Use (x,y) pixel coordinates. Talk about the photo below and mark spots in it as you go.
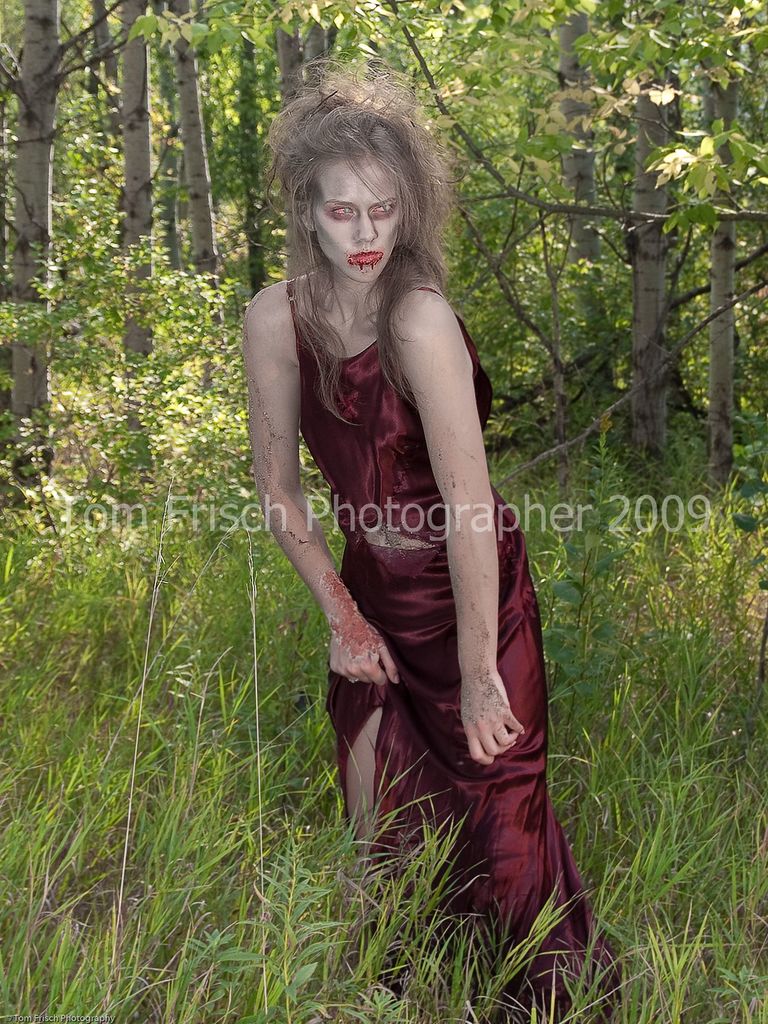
In this image there is a woman (318,411) dressed in a halloween costume (306,417) is standing on the surface (115,790) of the grass (268,707), behind the woman (319,292) there are trees (165,259).
